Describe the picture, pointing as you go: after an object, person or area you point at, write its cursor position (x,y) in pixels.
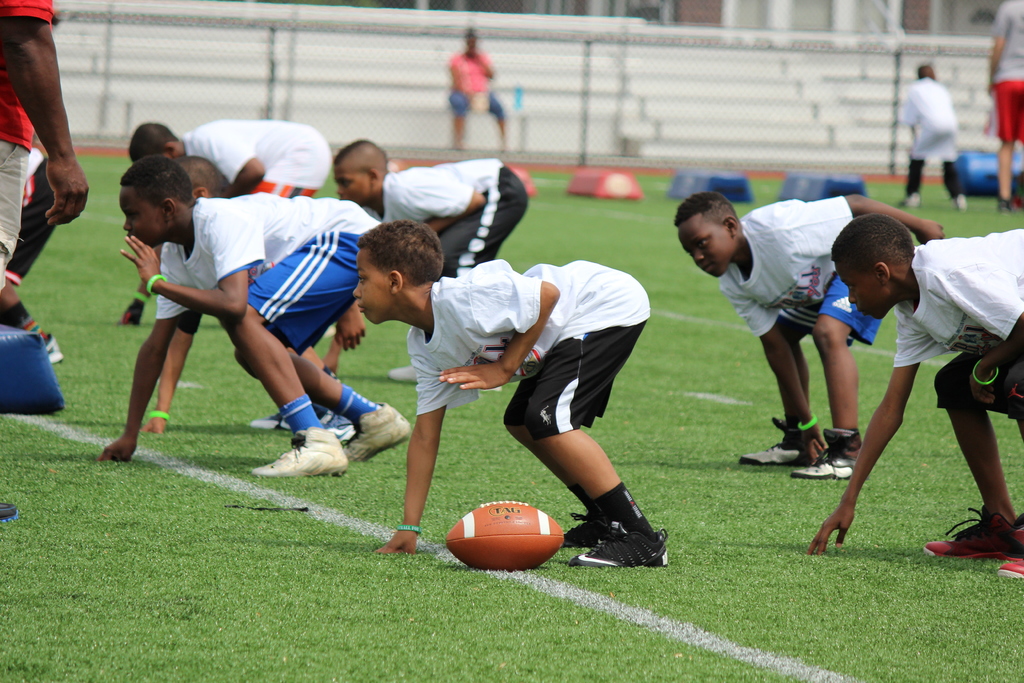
In the picture I can see people (544,280) among them some are standing and some children (335,387) are crouching on the ground (682,416). In the background (599,80) I can see steps (568,111), fence (570,123), the grass (683,587) and a ball (535,549) on the ground (526,597). The background of the image is blurred.
